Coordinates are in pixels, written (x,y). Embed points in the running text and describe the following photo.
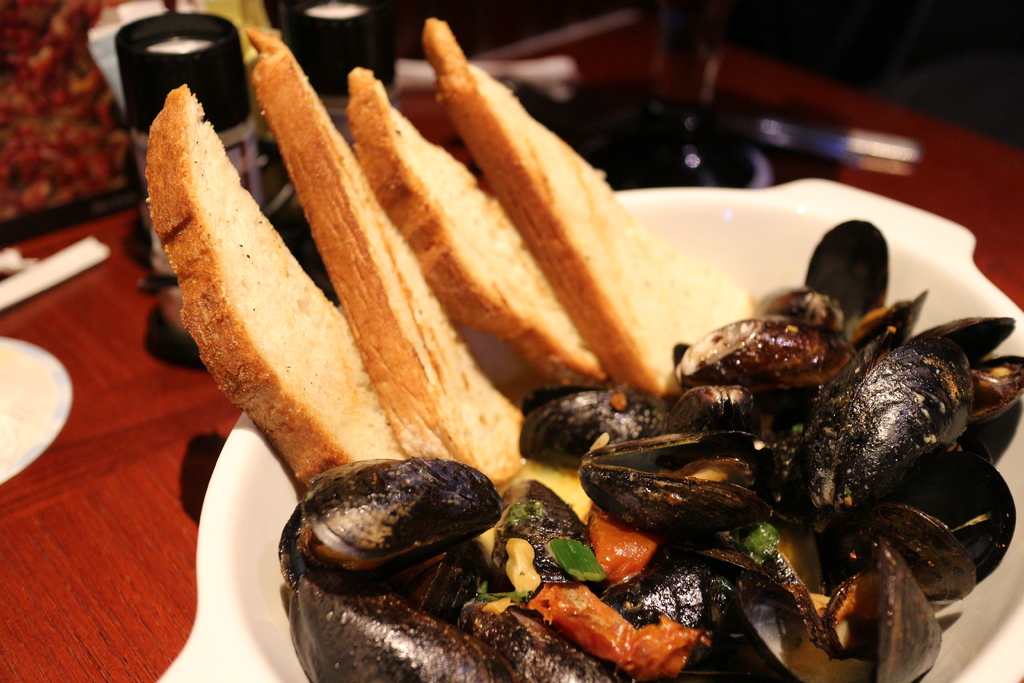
In this picture I can see few bread slices (391,274) and some food (736,570) in the bowl (181,674) and I can see a plate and couple of bottles (349,20) on the table (17,328).
